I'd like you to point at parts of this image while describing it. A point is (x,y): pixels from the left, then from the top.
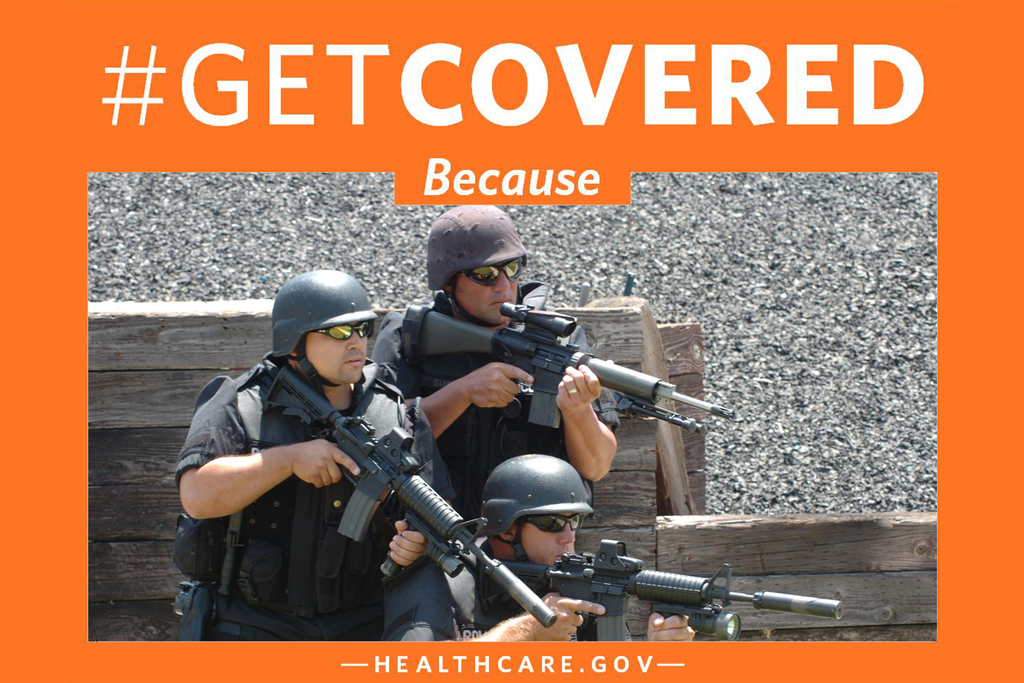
In this image we can see there are three people (302,561) holding guns (508,332) and wearing helmet (326,276).
